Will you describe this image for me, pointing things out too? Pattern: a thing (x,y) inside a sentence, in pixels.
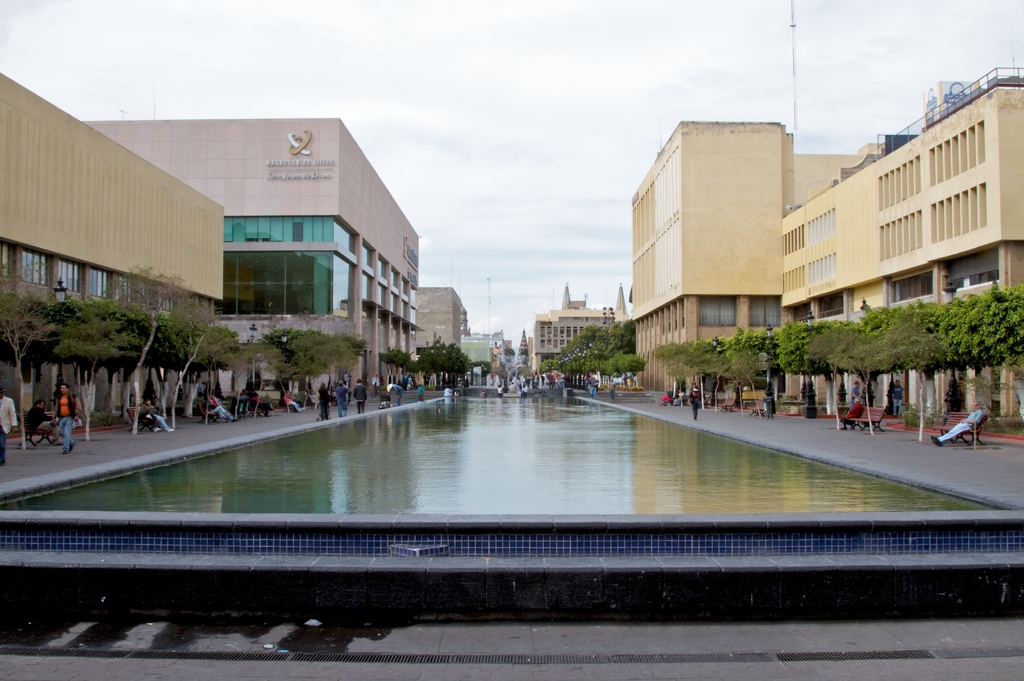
In this image there is a canal (409,436) in the middle (477,429). There are buildings (778,236) on either side of the canal (468,428). On the floor (149,438) there are few people (155,421) walking on it. Beside them there are trees (186,376) on either side of the footpath (239,418). At the top (501,53) there is the sky (552,30).
